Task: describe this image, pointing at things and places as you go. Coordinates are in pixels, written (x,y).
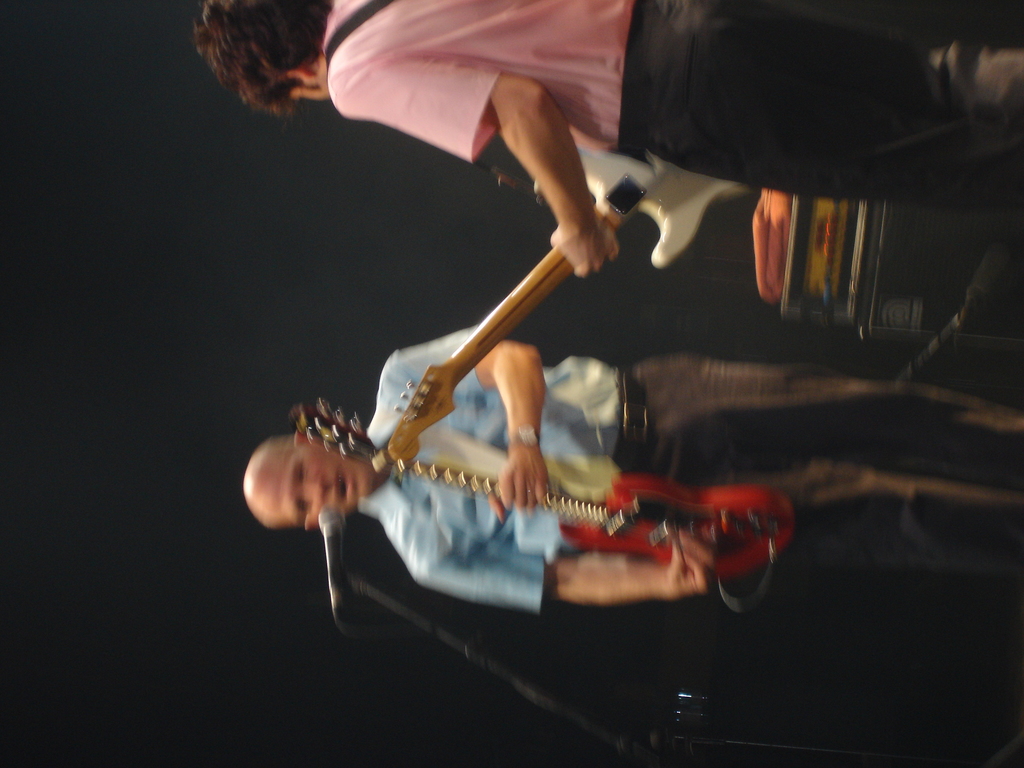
In this image we can see there are two people (726,109) playing guitars (703,195), and there is a mike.
